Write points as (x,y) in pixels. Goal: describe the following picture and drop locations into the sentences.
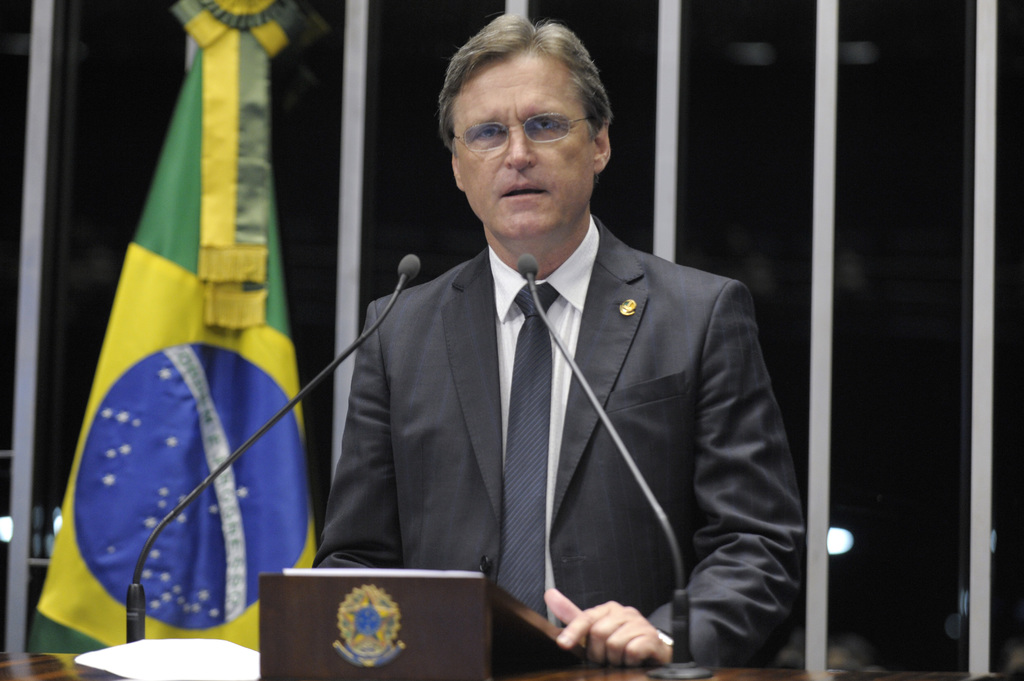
In this image there is a podium (36,665), on that podium (329,638) there are papers (159,649) and mike's (137,592), behind the podium (397,672) a man (470,375) standing, in the background (149,447) there is a flag (197,233).
